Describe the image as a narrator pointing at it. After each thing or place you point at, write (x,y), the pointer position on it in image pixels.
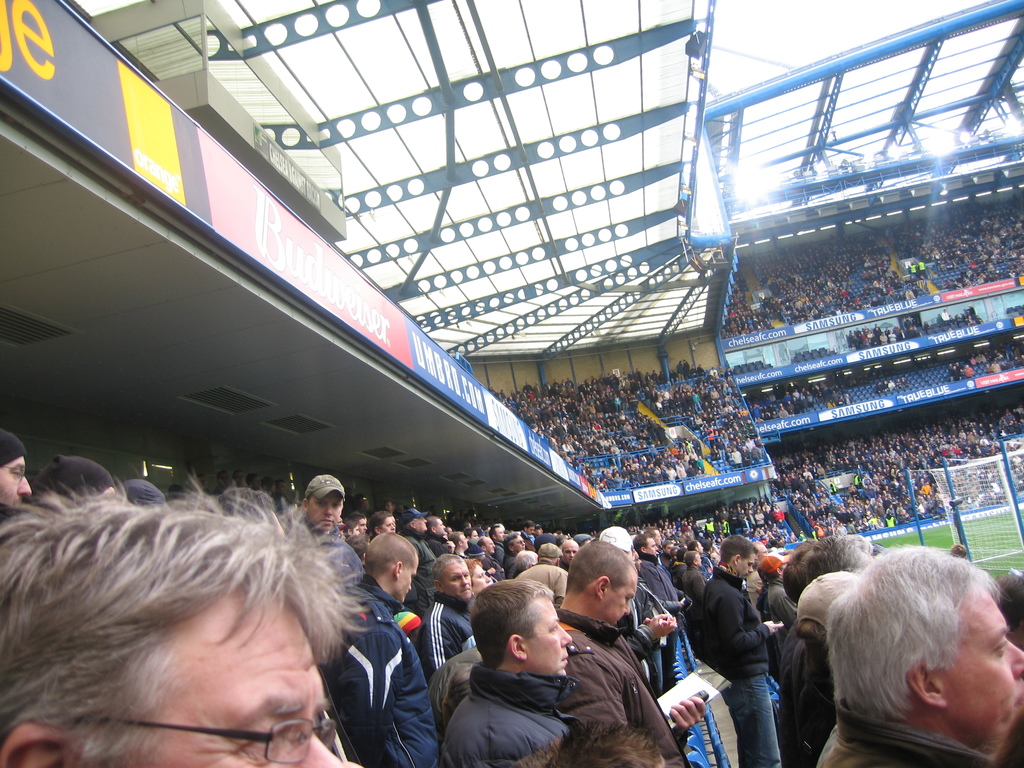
In this image we can see some persons (516,534) and other objects (513,476). In the background of the image (593,477) there are people (791,448), name boards (543,448), grass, net (967,487) and other objects (919,357). At the top of the image (421,172) there are lights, iron objects (556,149), glass objects (542,44) and other objects (257,173).
